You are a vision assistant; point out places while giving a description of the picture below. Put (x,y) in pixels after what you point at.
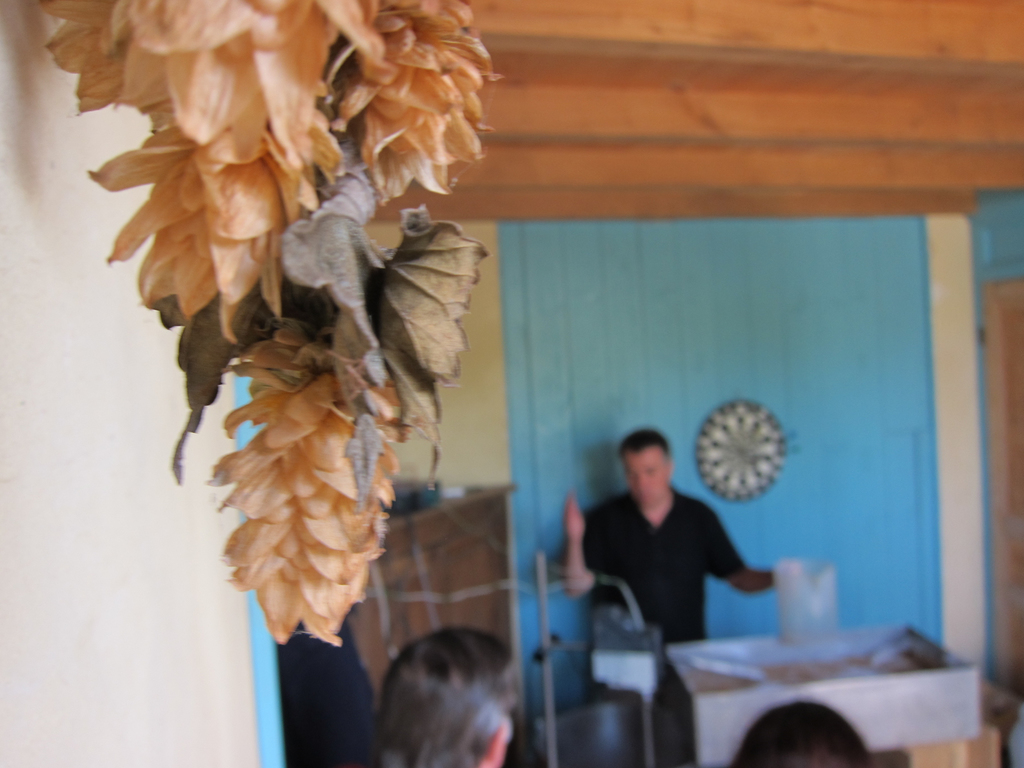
We can see leaves (415,391) and flowers (289,334). In the background (450,715) it is blurry and we can see people (418,711) and few objects (1003,704).
